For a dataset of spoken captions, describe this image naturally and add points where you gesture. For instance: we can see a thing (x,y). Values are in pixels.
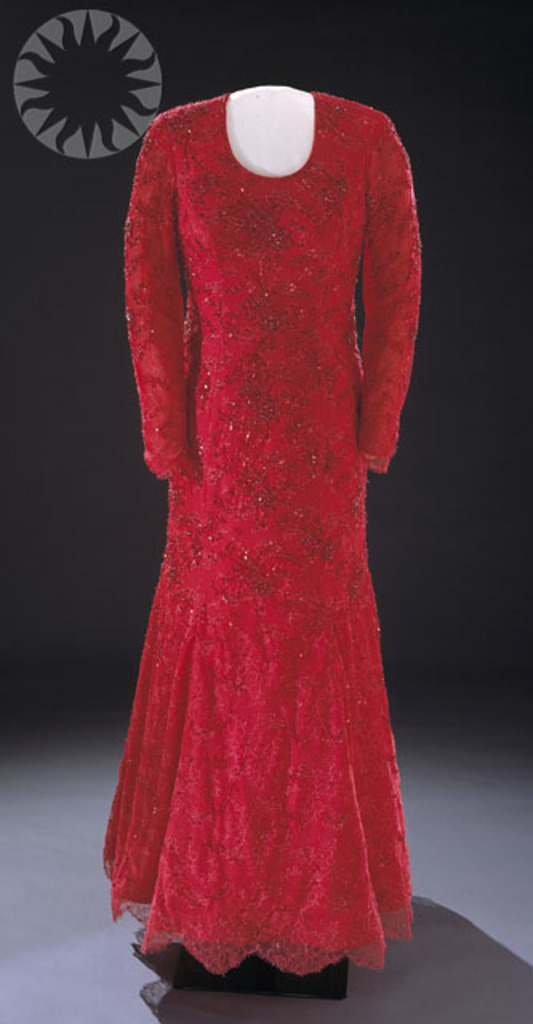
Here I can see a red color frock (255,378) to a mannequin (269,173) which is placed on the floor (81,961). The background (51,233) is in black color.
